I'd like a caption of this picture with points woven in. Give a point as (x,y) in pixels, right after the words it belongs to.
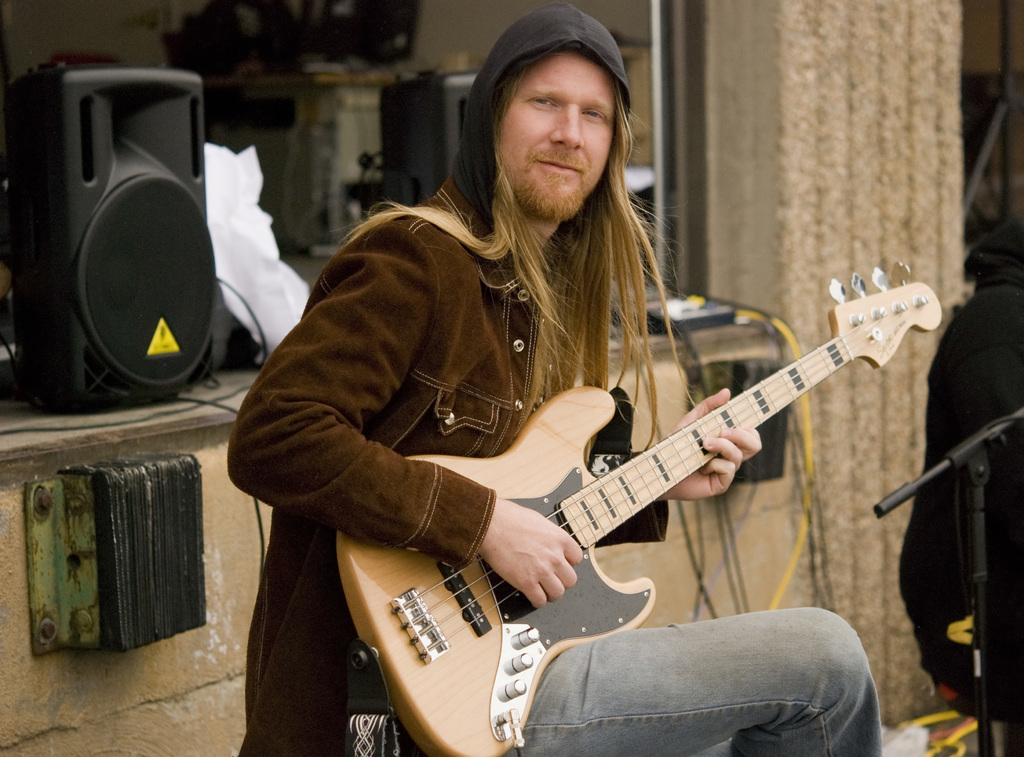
This is a man (294,466) sitting and playing guitar (621,506). This looks like a mike stand (986,695). This is a speaker (134,252) which is black in color.
